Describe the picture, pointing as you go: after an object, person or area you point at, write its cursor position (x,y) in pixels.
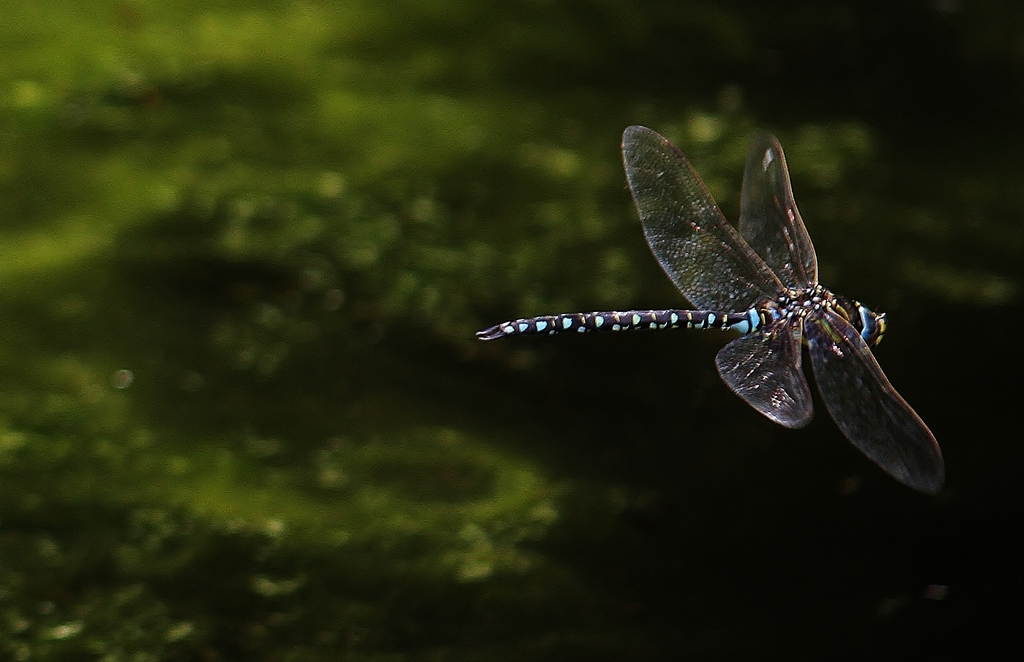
In this image I can see a dragonfly (570,331) in the air (590,185). In the background (889,353) I can see few plants (212,150) and I can also see this image is little bit blurry.
